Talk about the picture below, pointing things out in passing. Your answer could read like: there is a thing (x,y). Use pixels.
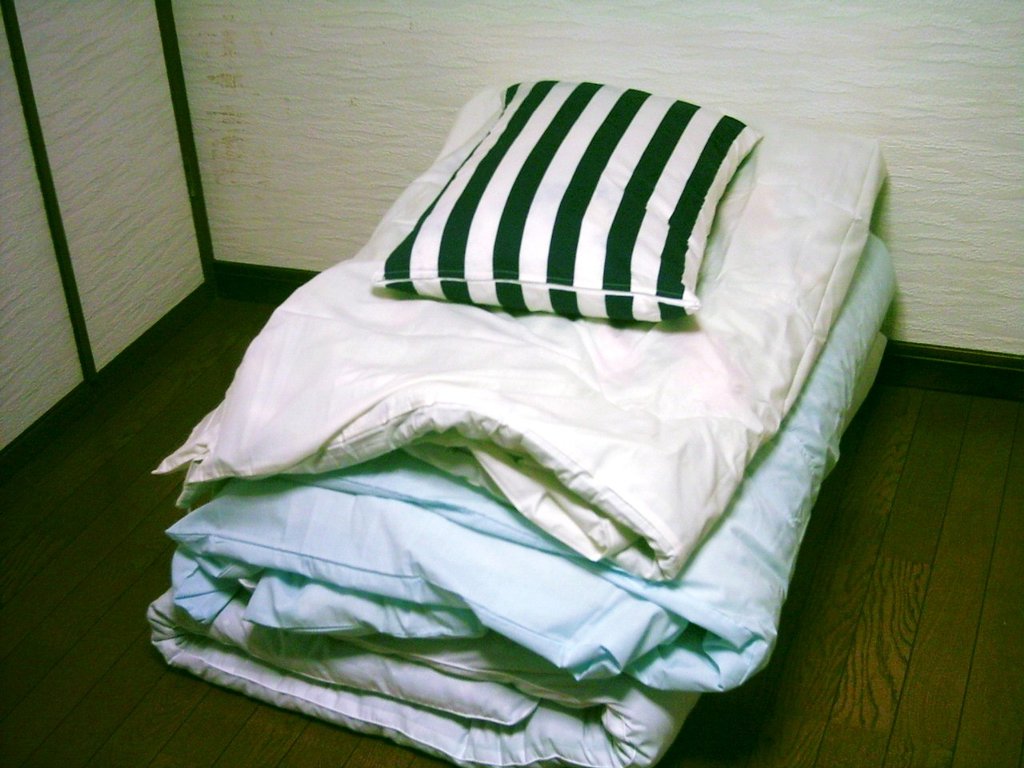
In the picture I can see pillow (536,288) and blankets (500,492) on a wooden surface (923,747). In the background (156,192) I can see white color walls (245,71). The pillow (539,87) has black and white color design lines (566,267) on it.
